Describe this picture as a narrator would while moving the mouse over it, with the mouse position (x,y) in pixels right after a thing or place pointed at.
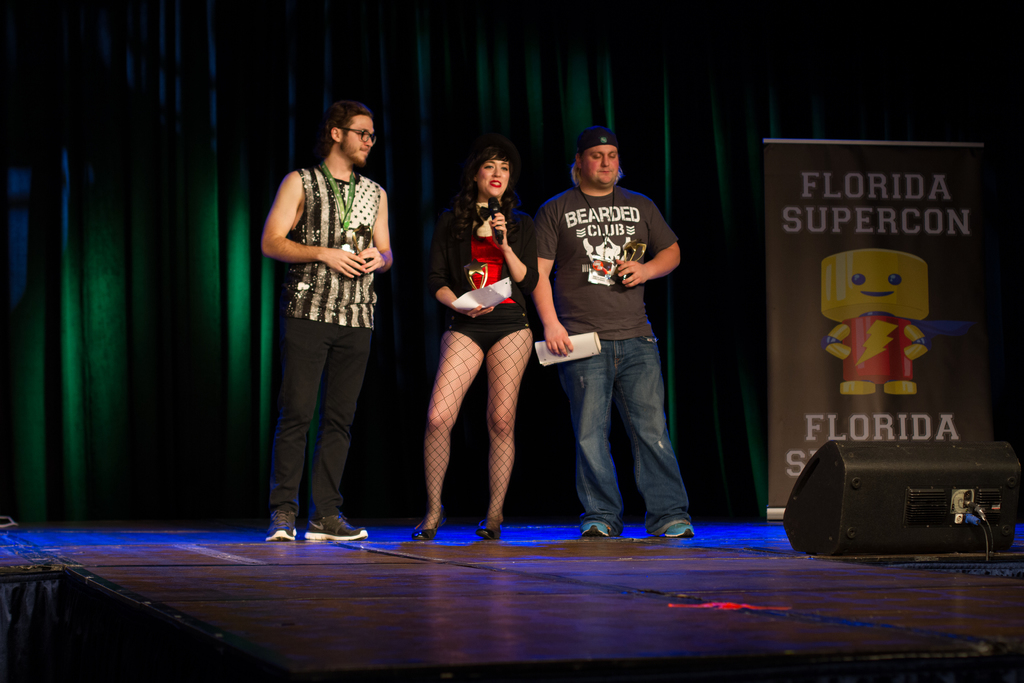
In this picture there is a woman (465,235) who is holding a paper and mic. Beside her there is a man (632,217) who is wearing a cap (585,139), t-shirt (590,212), jeans (606,394) and shoes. He is holding the papers (576,340). On the left (316,225) there is a man (282,371) who is standing on the stage (358,609). In the bottom right (873,474) I can see the speaker (868,492). In the back (949,298) I can see the banner (840,253) near to the green cloth (716,204).
